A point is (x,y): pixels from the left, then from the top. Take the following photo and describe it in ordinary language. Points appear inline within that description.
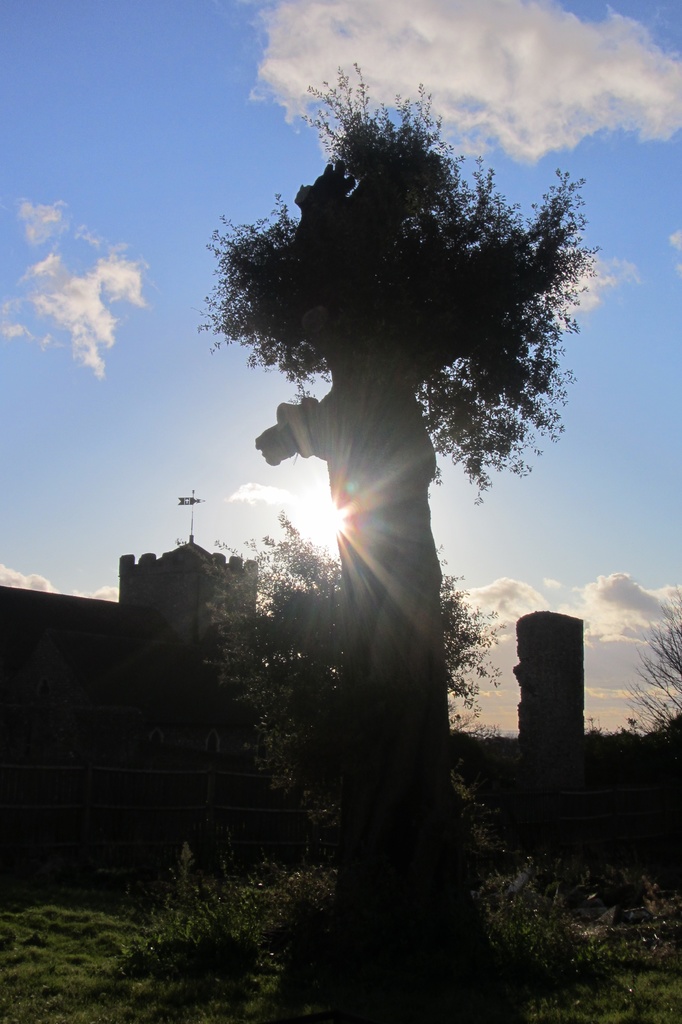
In this picture I can see many trees (425,645), plants (621,747) and grass (392,1000). In the background (77,612) I can see the monuments (550,723). At the top of the monument (192,537) there is a flag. At the top (171,28) I can see the sky (198,39) and clouds (347,48). Behind this tree (372,520) I can see the sun (310,518).
